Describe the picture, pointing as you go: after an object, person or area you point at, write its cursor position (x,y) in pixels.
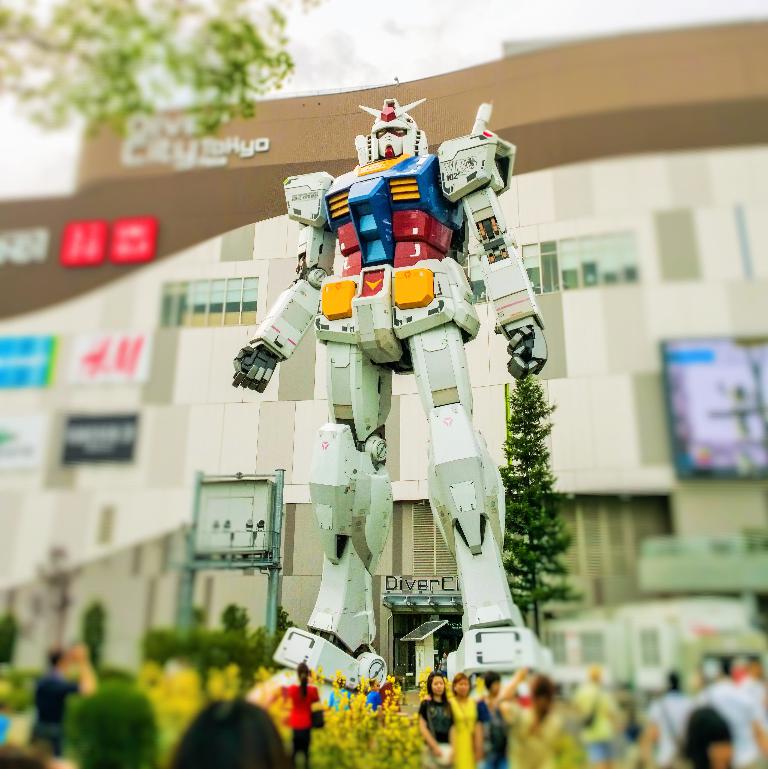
This picture describes about group of people (508,705), in this we can find few flowers (354,723), a building (161,173), trees (115,17) and a giant robot toy (345,493).
